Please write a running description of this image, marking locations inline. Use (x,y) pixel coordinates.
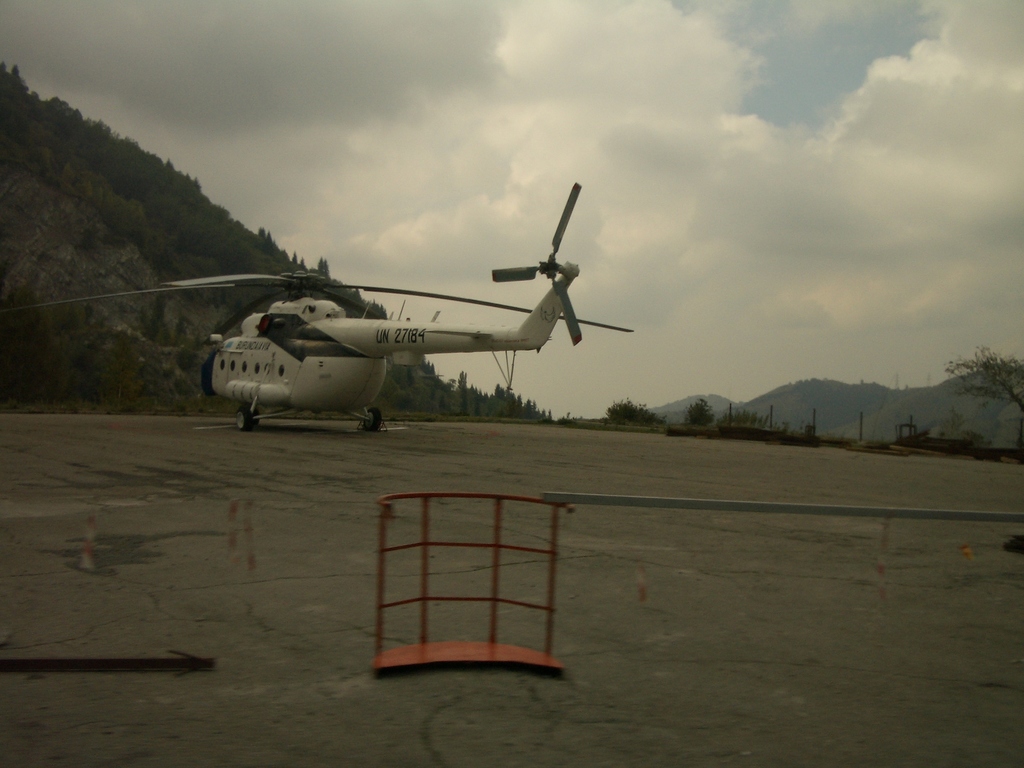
In this image we can see a helicopter (358,362) on the ground (425,477) and there is a red color object (496,596) and there are mountains (178,252), trees (120,191) and sky (726,163) in the background (670,150).
